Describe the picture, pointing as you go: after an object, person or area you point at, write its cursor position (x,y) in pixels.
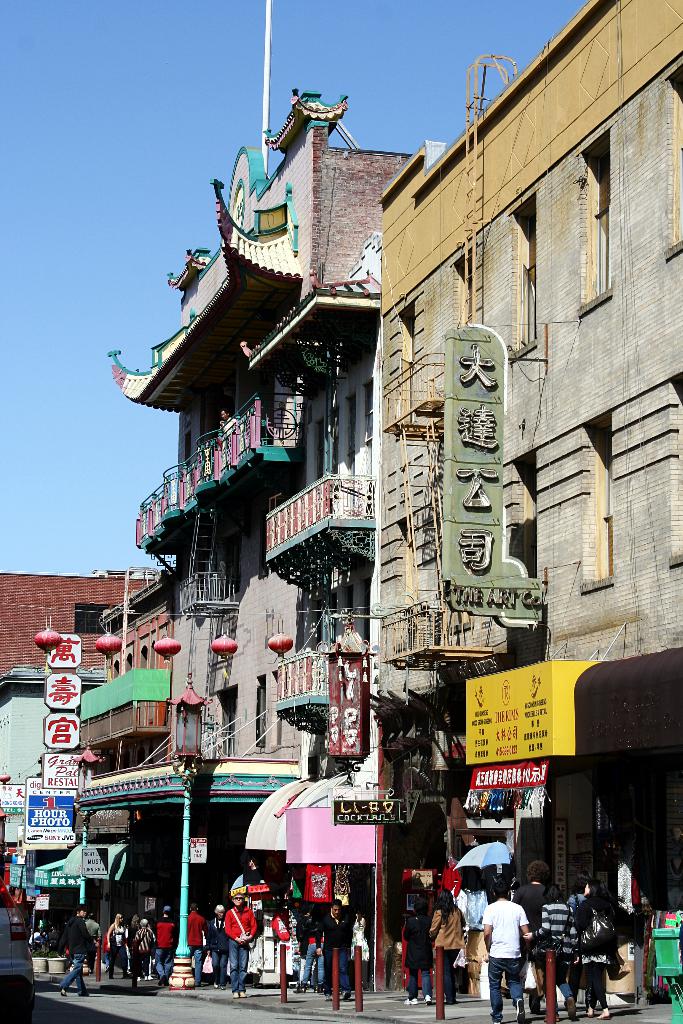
These are the buildings (332,476) with windows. I can see the lanterns (38,634) hanging to the rope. There are groups of people (569,912) walking. These are the name boards (475,448) attached to the buildings (319,746). This is the street light (198,733). At the left corner of the image (8,954), that looks like a car (8,936).
